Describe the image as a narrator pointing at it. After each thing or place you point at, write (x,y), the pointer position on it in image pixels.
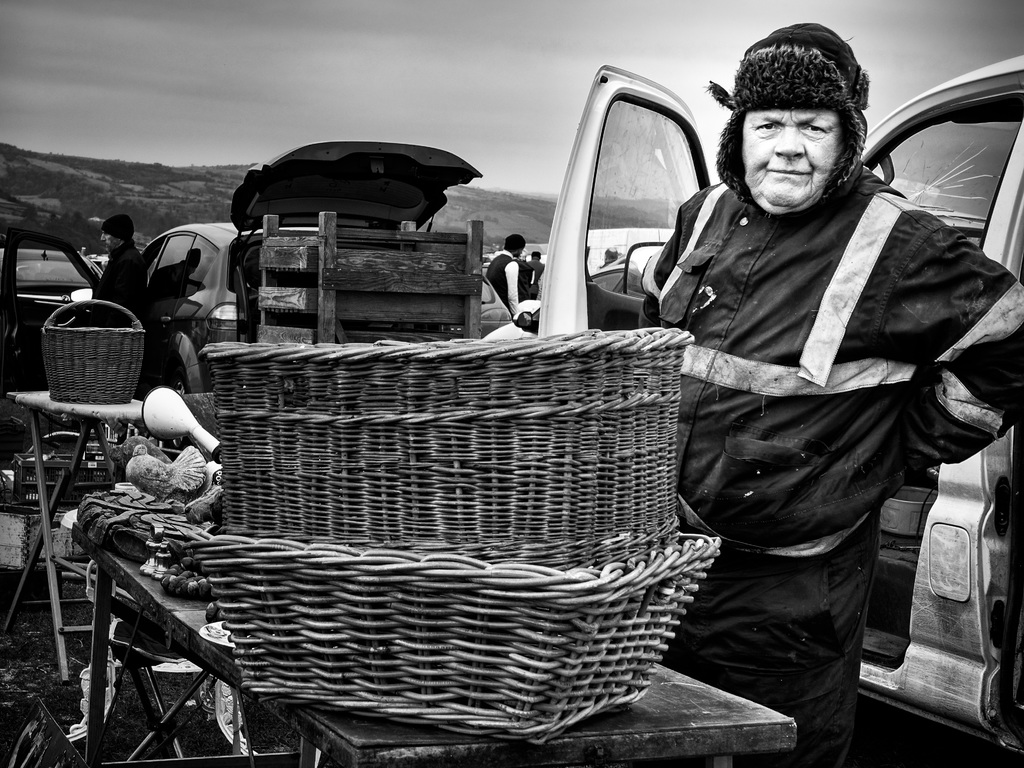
This image is a black and white image. This is taken outdoors. At the top of the image (324,83) there is a sky (597,57) with clouds (731,59). In the background (56,218) there is a hill (187,202). At the bottom of the image (409,721) there is a table (140,602) with baskets (475,586) and many things (186,569) on it. On the right side of the image (1019,634) a vehicle (948,645) is parked on the ground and a man (806,296) is standing. In the background (218,305) there are a few vehicles (61,267) parked on the ground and people (140,301) are standing on the ground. There is a table (71,475) with a basket (61,383) on it.
